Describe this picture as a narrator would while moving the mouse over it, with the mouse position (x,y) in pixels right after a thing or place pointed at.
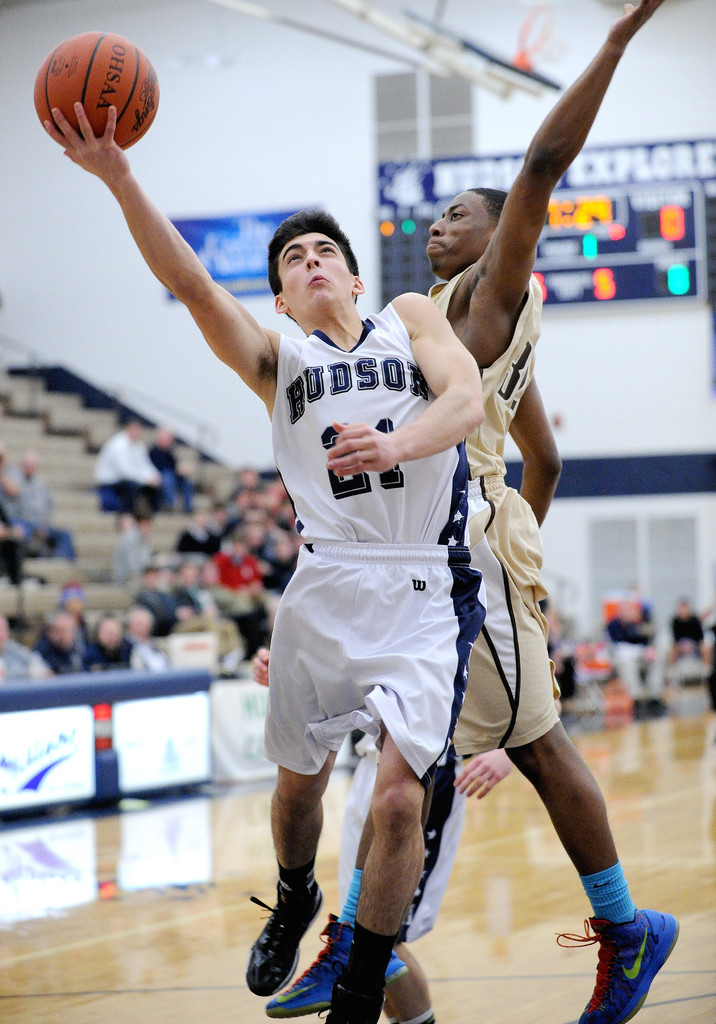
In this image, we can see two persons (508,373) playing basketball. There are some persons (20,526) on the left side of the image (233,505) sitting on steps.
